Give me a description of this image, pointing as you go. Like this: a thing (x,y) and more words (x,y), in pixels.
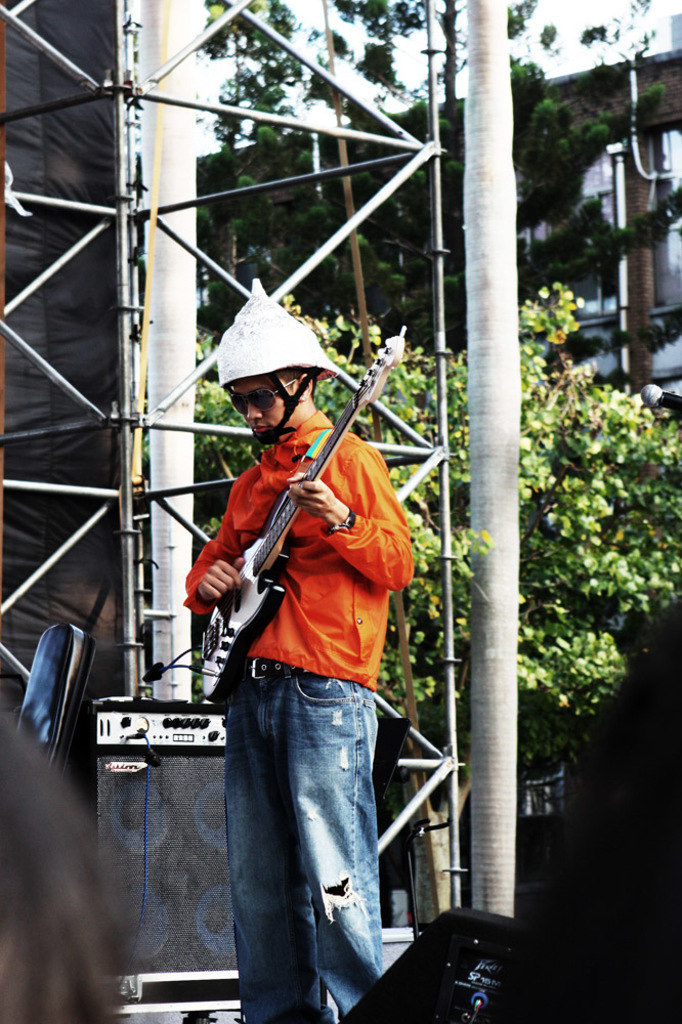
Here we can see a man (245,367) standing with a guitar (285,525) in his hand (299,504) probably playing the guitar (310,472) and he is also wearing a helmet (252,330) and behind him we can see a tower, trees (590,530), plants (577,525), beside him we can see some other musical instruments (185,830).
